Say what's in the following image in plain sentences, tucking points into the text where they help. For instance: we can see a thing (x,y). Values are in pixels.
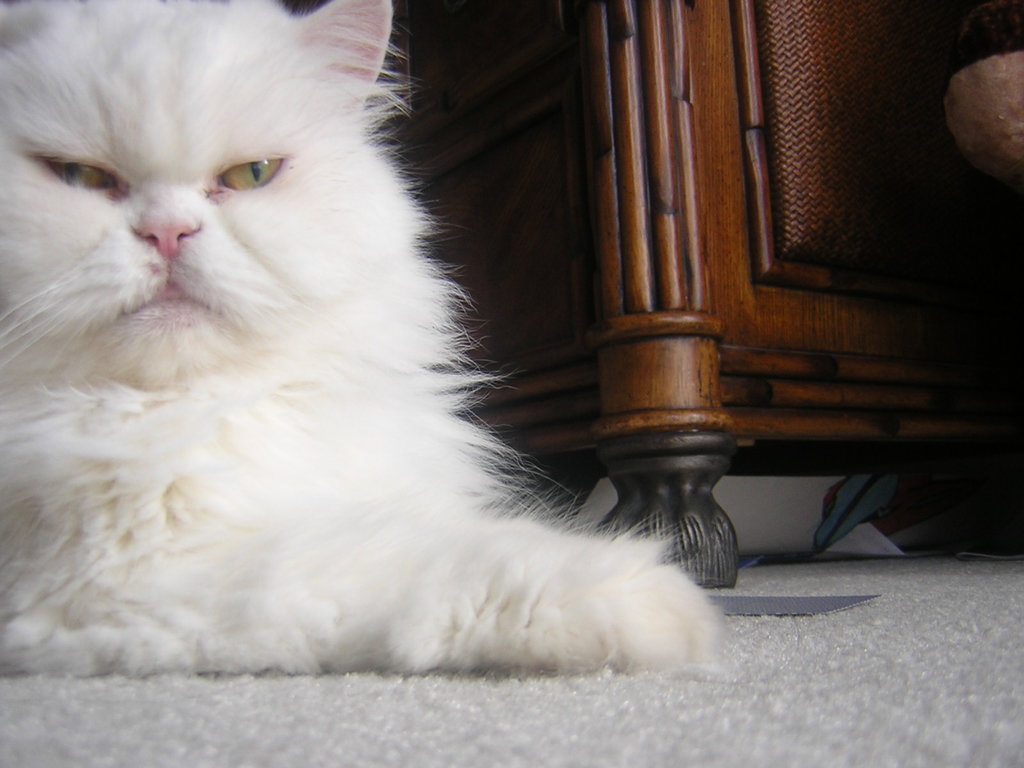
In this image in the center (433,511) on the left side (204,386) there is Cat (230,408) which is white in colour. On the right side (725,293) there is a wooden object (683,291).
